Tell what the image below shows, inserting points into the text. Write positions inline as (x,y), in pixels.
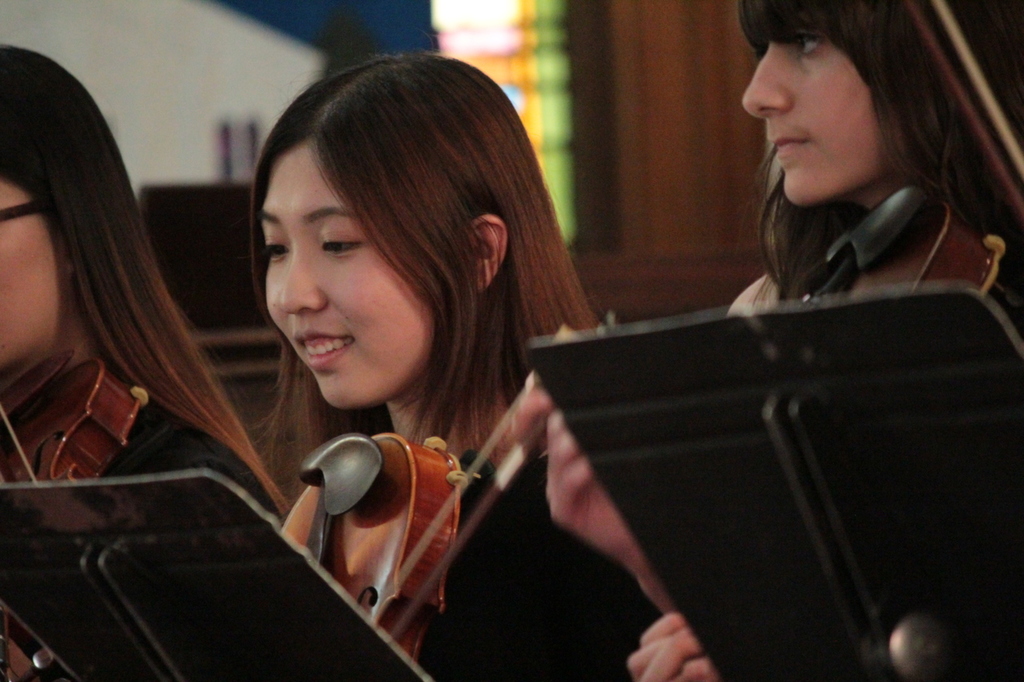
These three persons (511,542) are holding musical instruments (460,515).
